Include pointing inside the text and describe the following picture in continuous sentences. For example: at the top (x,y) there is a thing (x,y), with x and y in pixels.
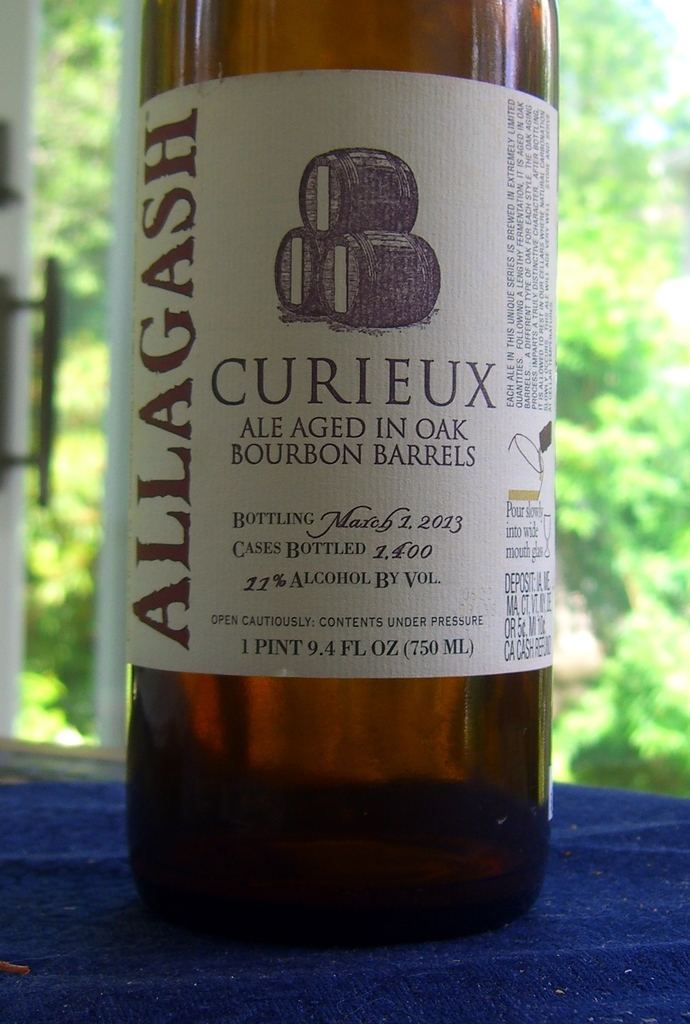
Here we can see a beer bottle (360,334) with a sticker (353,303) on it on the blue platform (252,980). In the background (41,360) we can see a door (30,367) and trees (64,532).
